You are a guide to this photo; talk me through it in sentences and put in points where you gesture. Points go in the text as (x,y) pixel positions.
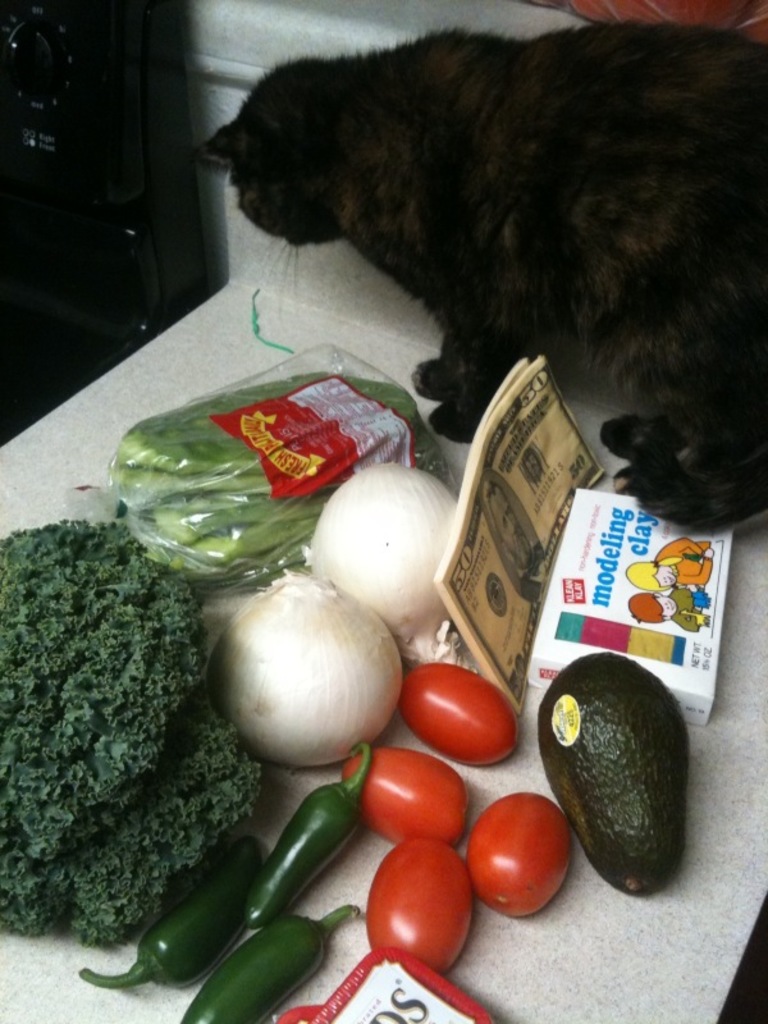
In this image we can see some vegetables (299,939) like onions (346,720), tomatoes (514,837), green chilies (290,970), kale (206,852), avocado (628,865) and some beans (211,560) in a cover (201,576) which are placed on a table (564,1017). We can also see some notes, a box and a cat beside them. At the top left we can see a device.
